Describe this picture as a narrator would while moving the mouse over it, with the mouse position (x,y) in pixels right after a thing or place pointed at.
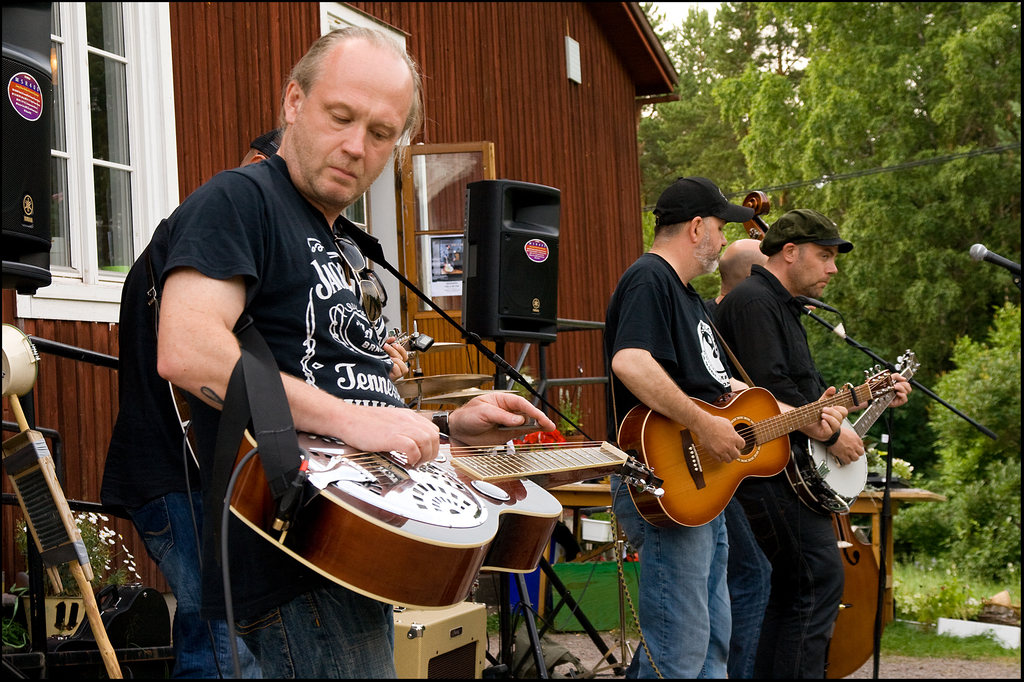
Persons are standing playing musical instrument (680,497). speaker (552,287), house (610,241), tree (855,135) present in the back (882,139).
